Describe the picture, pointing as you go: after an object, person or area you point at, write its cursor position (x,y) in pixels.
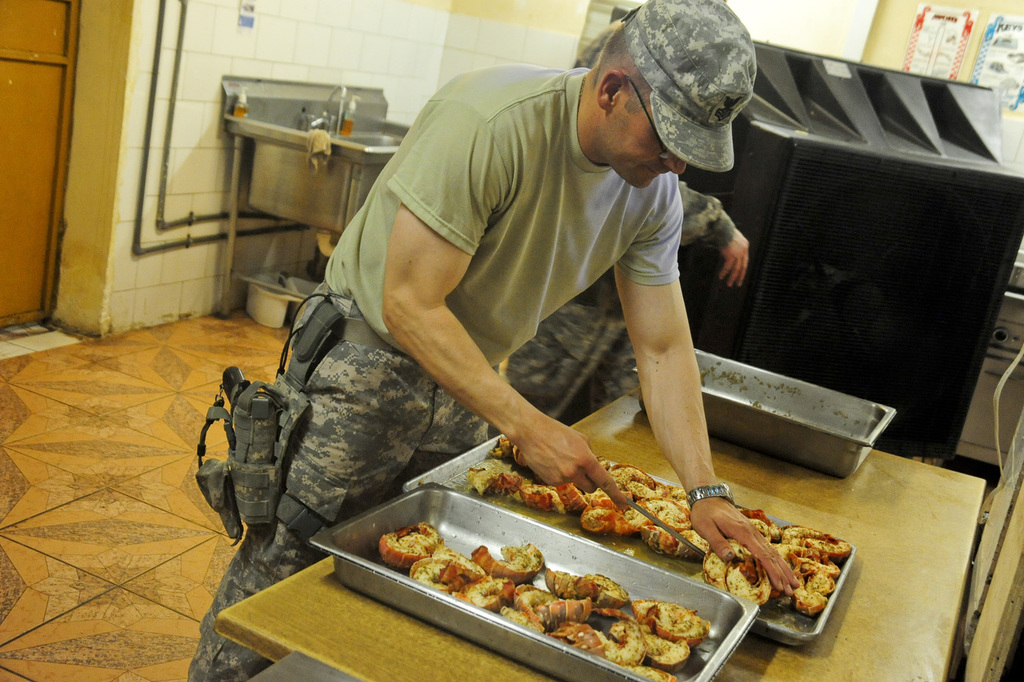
In the bottom right corner of the image (708,595) we can see a table (331,642), on the table (331,642) we can see some trays (463,494). In the trays (460,541) we can see some food (633,492). Behind the table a person (601,259) is standing and holding a knife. Behind him a person (553,353) is standing. Behind them we can see a sink (382,94) and bottles (345,121). Behind the sink (371,104) we can see wall (545,10). In the top right corner of the image (805,212) we can see some object (829,72). Behind the object (850,72) we can see a wall (854,6), on the wall (835,36) we can see some posters (957,13).
